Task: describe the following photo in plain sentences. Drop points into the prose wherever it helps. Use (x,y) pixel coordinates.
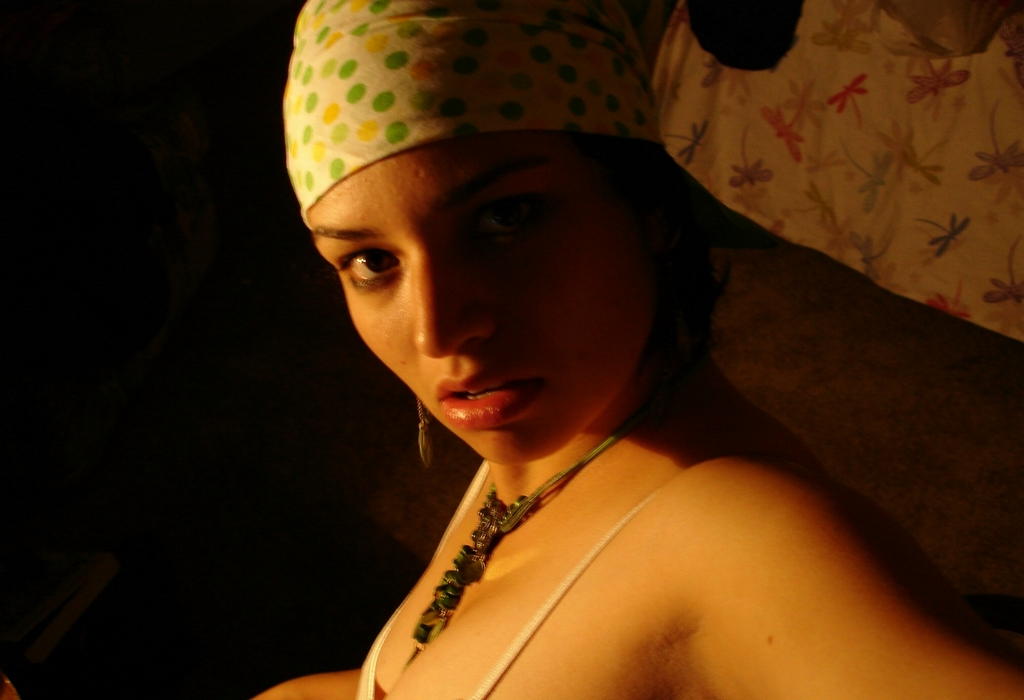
In this image there is a woman (631,307) towards the bottom of the image (588,537), she is wearing a necklace (445,588), she is wearing a cloth (407,114) on the head (403,130), there are objects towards the top of the image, the background of the image (140,400) is dark.
